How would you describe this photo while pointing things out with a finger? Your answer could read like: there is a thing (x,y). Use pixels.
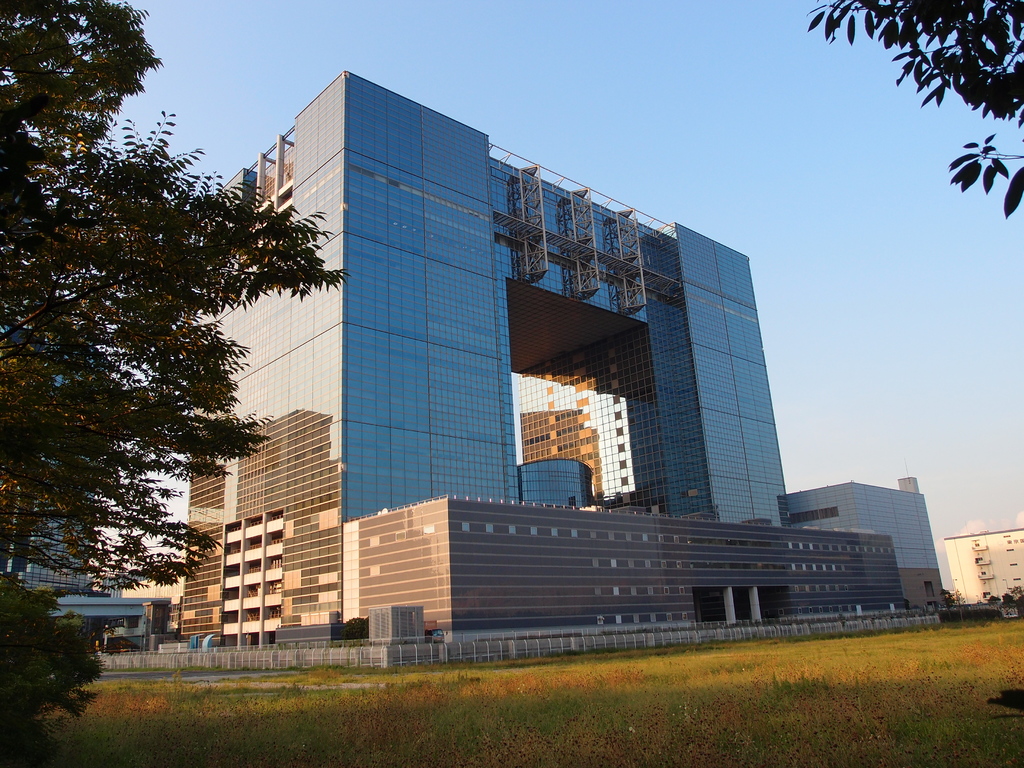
In this image I can see the grass (554,720). On the left side (129,360) I can see a tree (24,453). In the background (315,467), I can see the buildings (824,529) and the sky (787,130).
